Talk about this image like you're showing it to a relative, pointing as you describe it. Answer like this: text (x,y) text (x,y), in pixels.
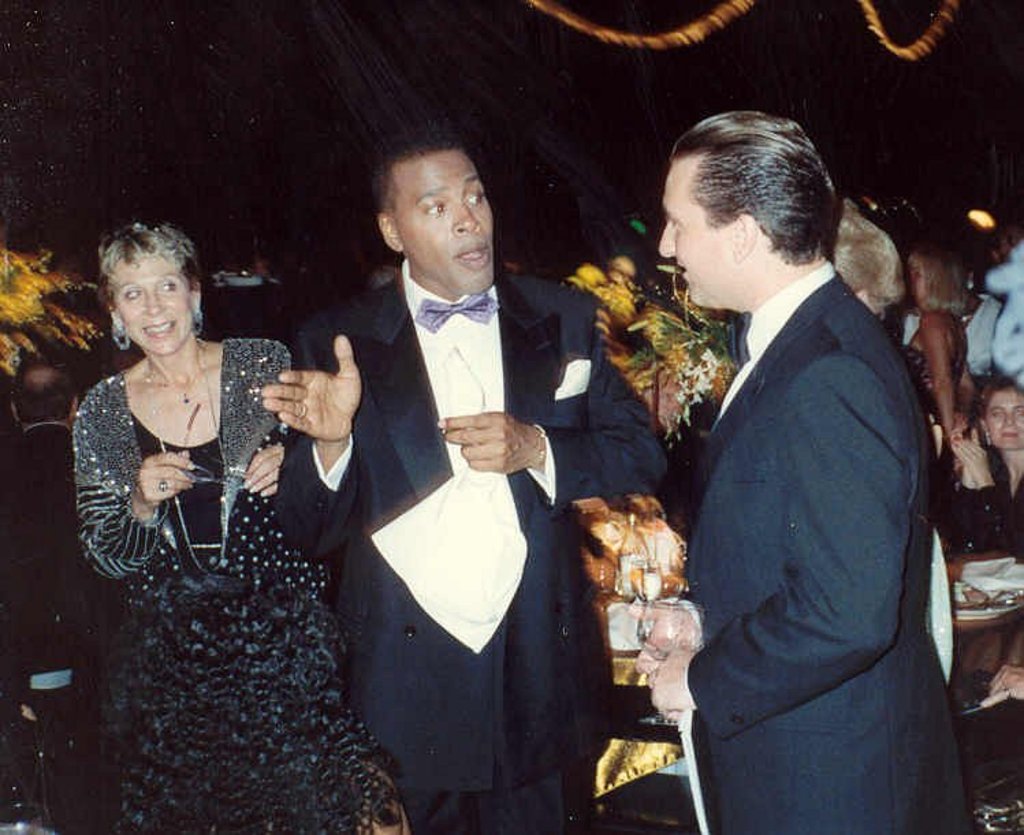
In the image we can see in front (779,573) there are people (263,711) standing and the men (623,465) are wearing suit (726,476). Behind there are other people (954,371) sitting on the chair (946,612).
